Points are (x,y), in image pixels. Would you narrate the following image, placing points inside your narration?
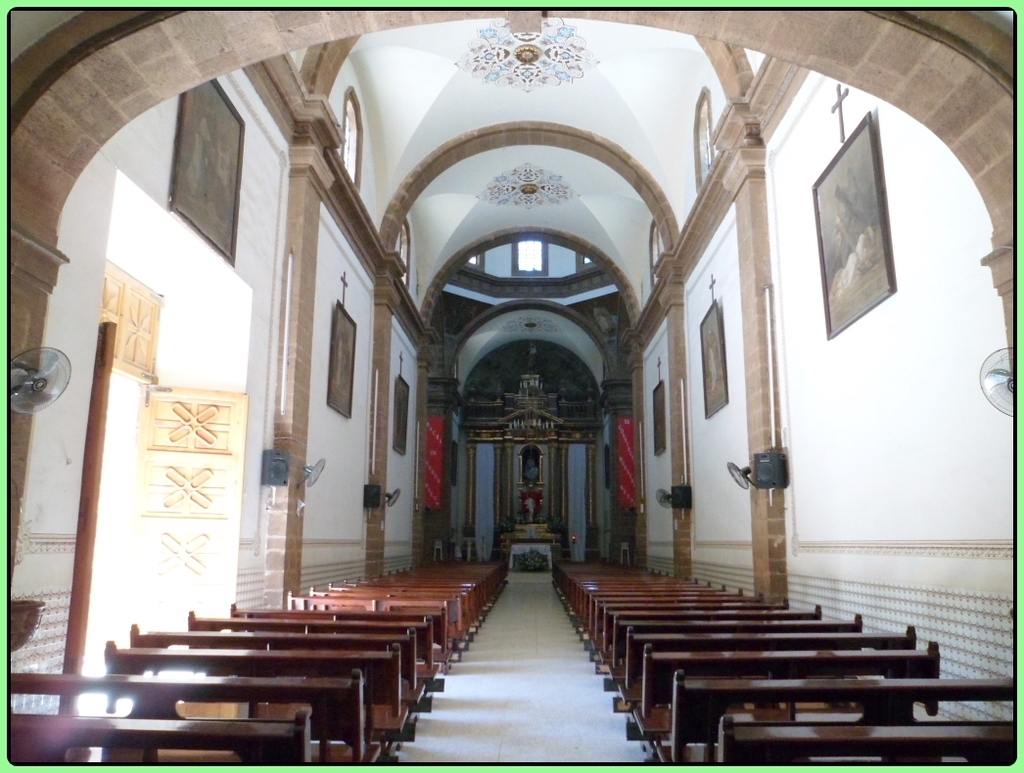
In this image there are frames (402,385) on walls (405,365), windows (408,234) and fans (44,388) in the left (31,394) and right corner. There is a door (203,615) in the left corner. There are benches (926,668) in the foreground (926,668). There is a floor (414,756) at the bottom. And there is a wall (503,418) with wooden design (583,427) on it in the background (476,462). And there are designs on roof (632,285) at the top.
